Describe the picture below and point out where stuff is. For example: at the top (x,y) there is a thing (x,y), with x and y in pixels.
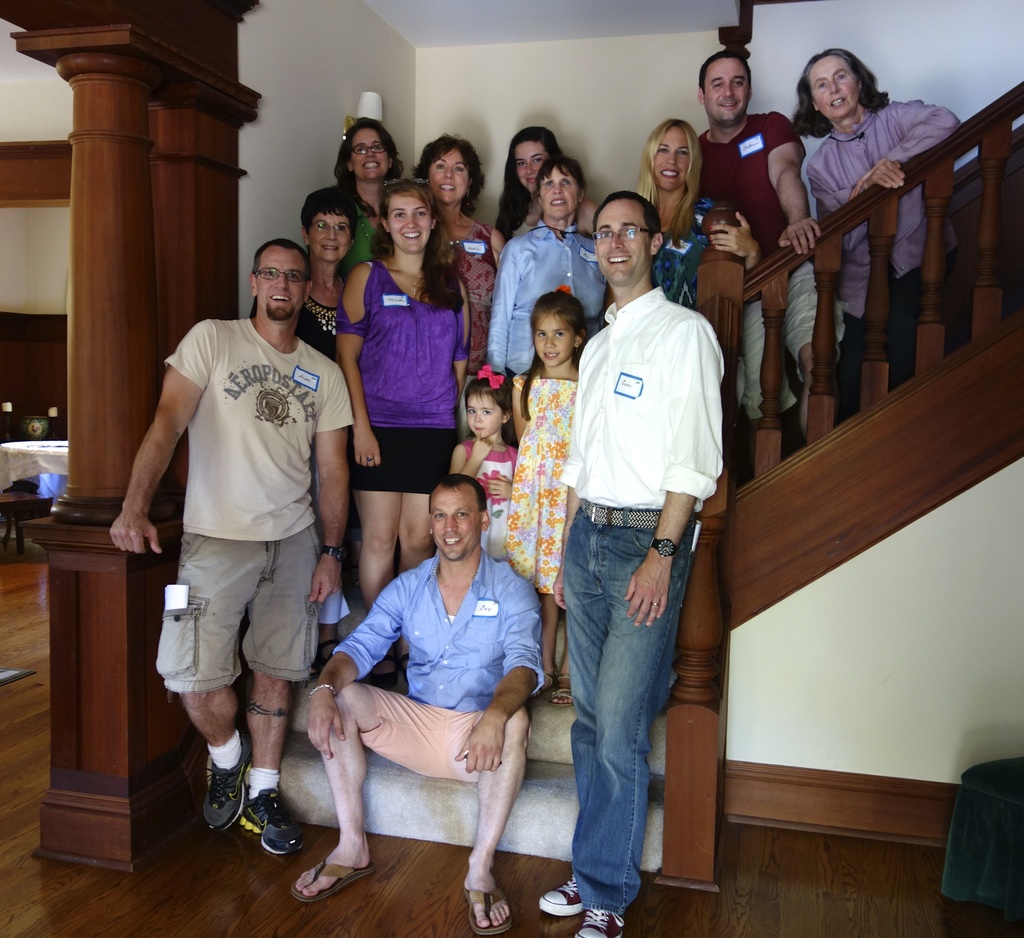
In this image we can see few persons (433,392) are standing on the staircase (466,803) and a man (317,729) is sitting on the step (426,837). We can see railing (692,792), light (369,113) on the wall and on the right side (977,825) at the bottom corner (986,791) there is an object (986,791) on the floor (850,868). In the background (43,492) on the left side (24,466) we can see a table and objects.
